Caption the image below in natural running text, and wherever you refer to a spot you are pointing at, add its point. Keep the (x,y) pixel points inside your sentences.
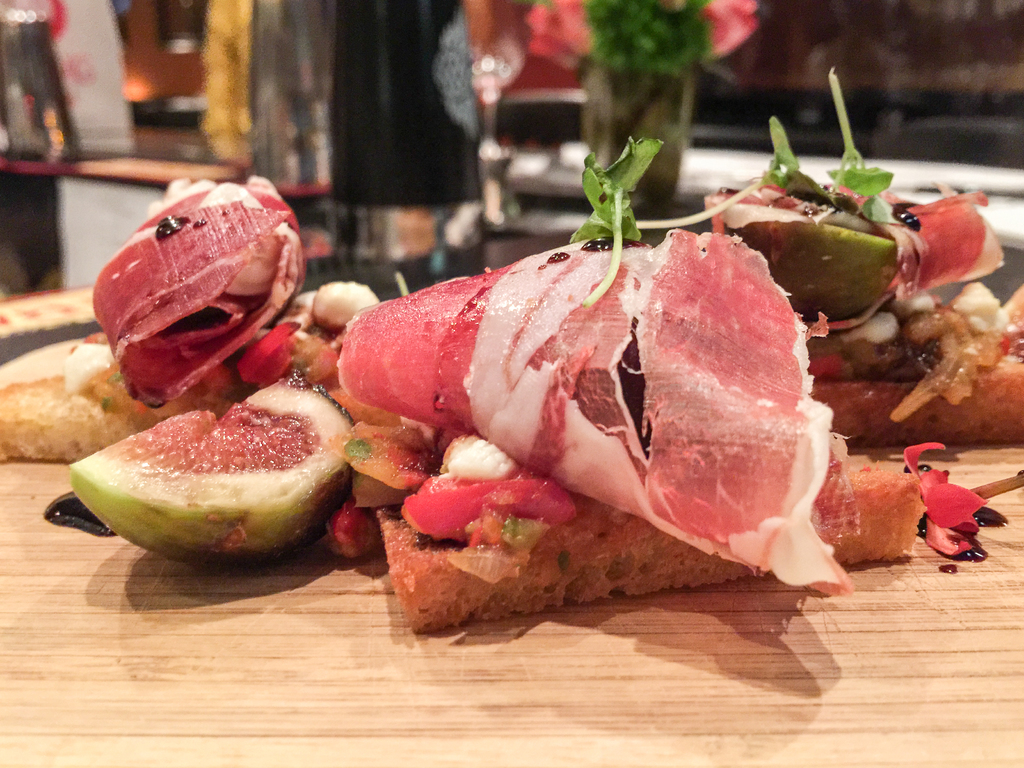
In this image, I can see the food items (755,398), which are placed on a wooden board (730,739). In the background (262,147), there are few objects (455,86), which are looking slightly blurred.
